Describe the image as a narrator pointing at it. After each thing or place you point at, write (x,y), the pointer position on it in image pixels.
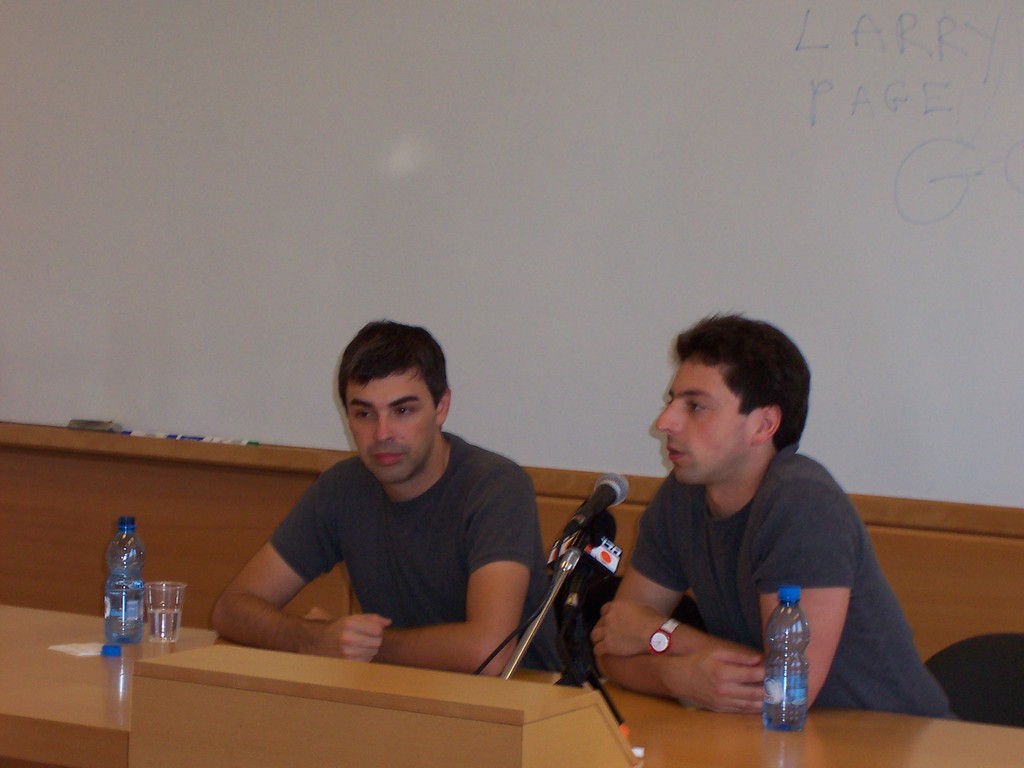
In this picture there are two men (620,679) who are sitting on a bench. There is a glass (163,624), bottle (116,610), paper (91,649), mic (582,528) on the table (146,653). There are markers (177,438) and a grey object (107,425) in the background (207,436).
